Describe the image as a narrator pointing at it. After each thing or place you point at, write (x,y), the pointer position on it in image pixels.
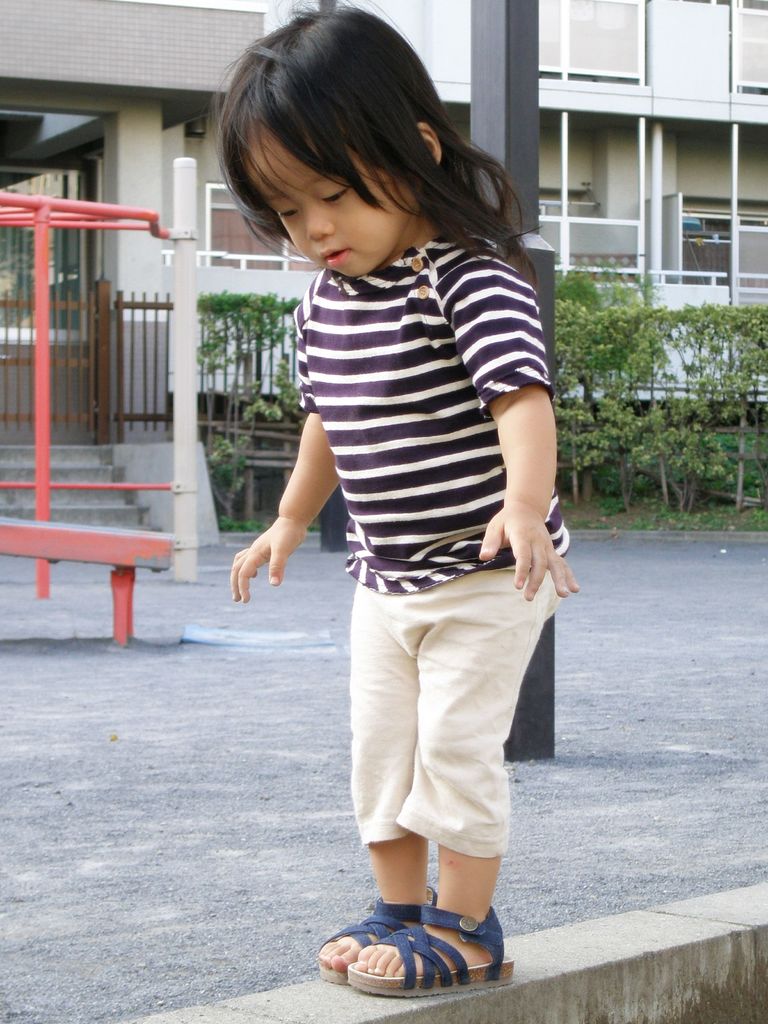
In this picture we can see a girl (317,244) standing and looking downwards. In the background (166,44) we can see a building (730,118), fence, plants (730,378) and the grass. On the left side (55,222) we can see rods (72,209) in white and pink color on the road (135,639). We can see a black pole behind a girl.
